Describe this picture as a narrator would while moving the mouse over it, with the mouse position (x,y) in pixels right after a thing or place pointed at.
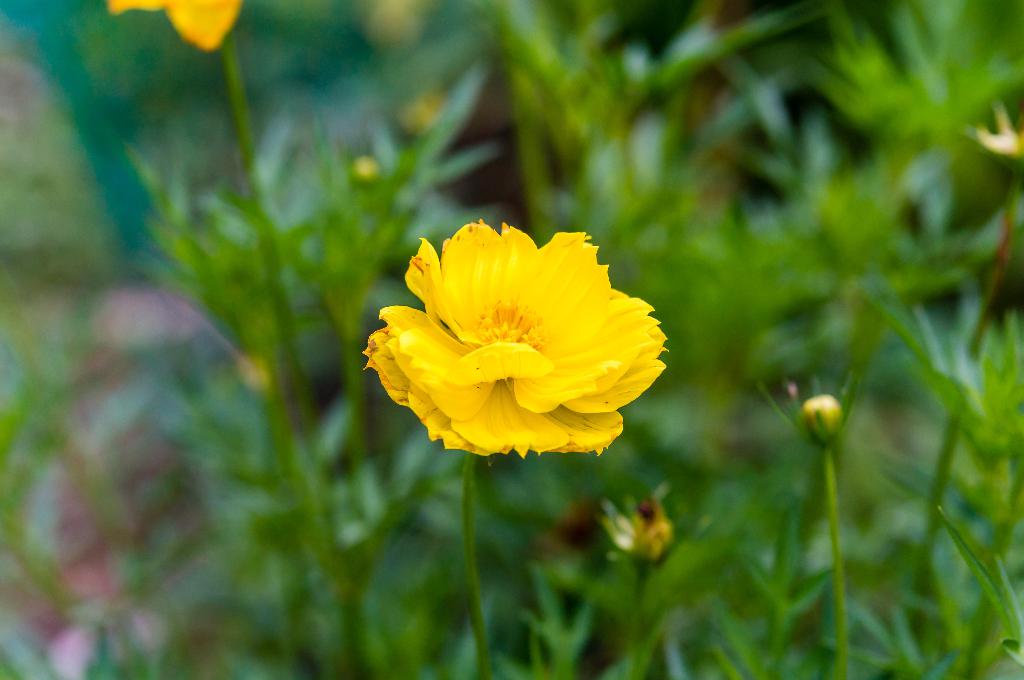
There is a yellow color flower (416,415) with a stem (477,546). In the back (742,392) there are leaves (615,216) and it is blurred.
